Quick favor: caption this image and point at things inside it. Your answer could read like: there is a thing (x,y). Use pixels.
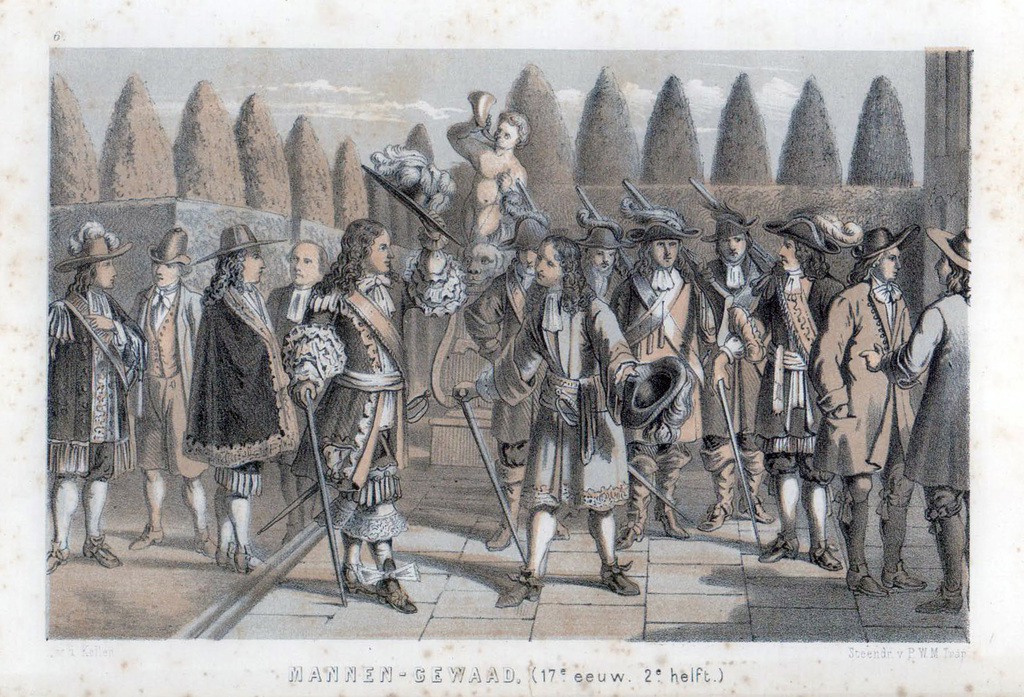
In this image we can see a poster (760,407). On this poster (737,628) we can see pictures (176,414) of persons (702,362) and trees (615,127). In the background (407,108) there is sky (637,128) with clouds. At the bottom of the image (484,667) we can see something is written on it.
